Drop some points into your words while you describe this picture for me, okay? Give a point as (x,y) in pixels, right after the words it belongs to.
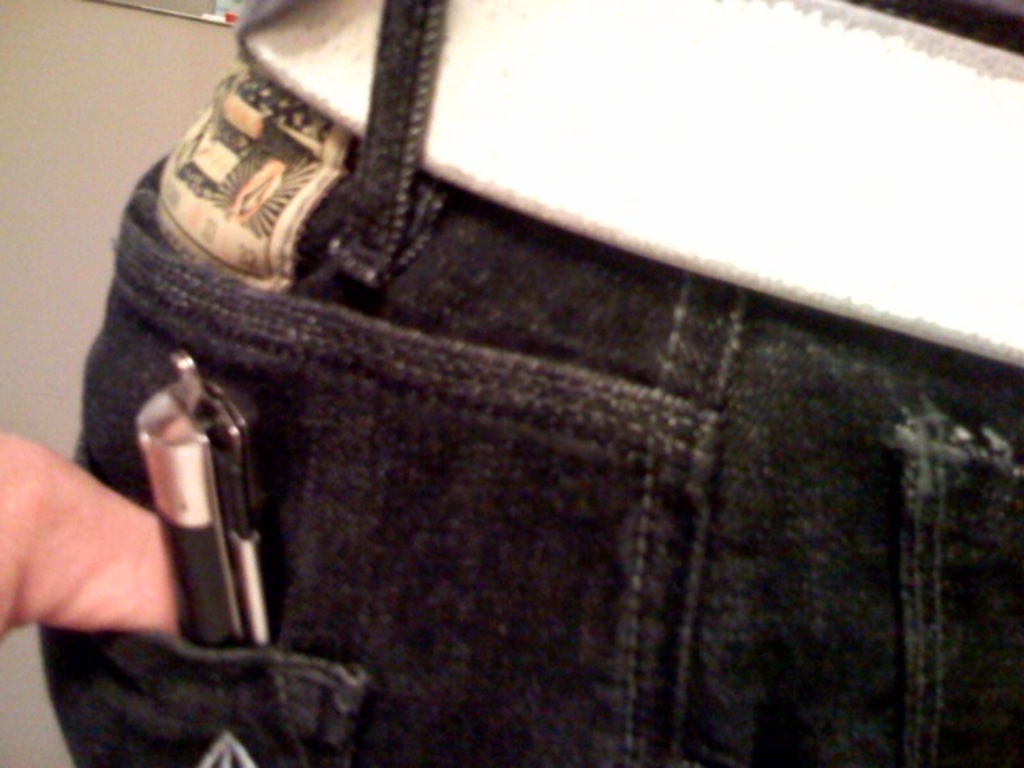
In this image there is a person (636,326) wearing jeans (700,350) and belt (619,15). He is having pen (218,492) in his pocket (216,745).
